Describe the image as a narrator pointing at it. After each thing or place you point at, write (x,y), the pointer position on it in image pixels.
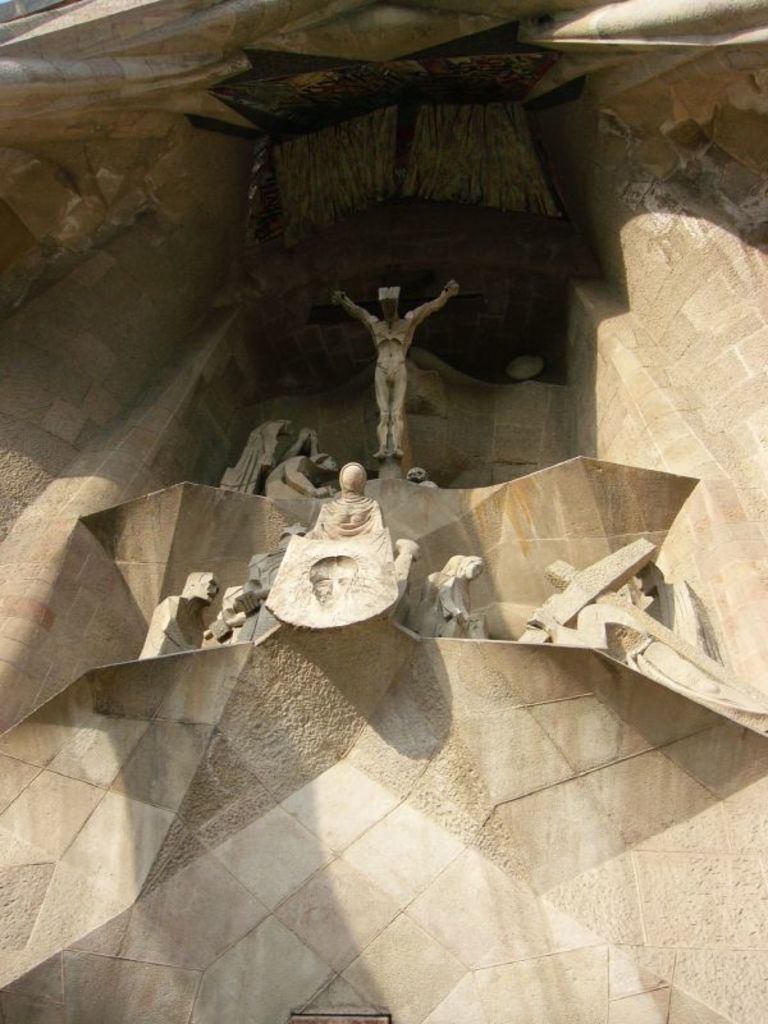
In this image there is a monument (729,165), at top of the monument (524,664) there are sculptures (447,599).
